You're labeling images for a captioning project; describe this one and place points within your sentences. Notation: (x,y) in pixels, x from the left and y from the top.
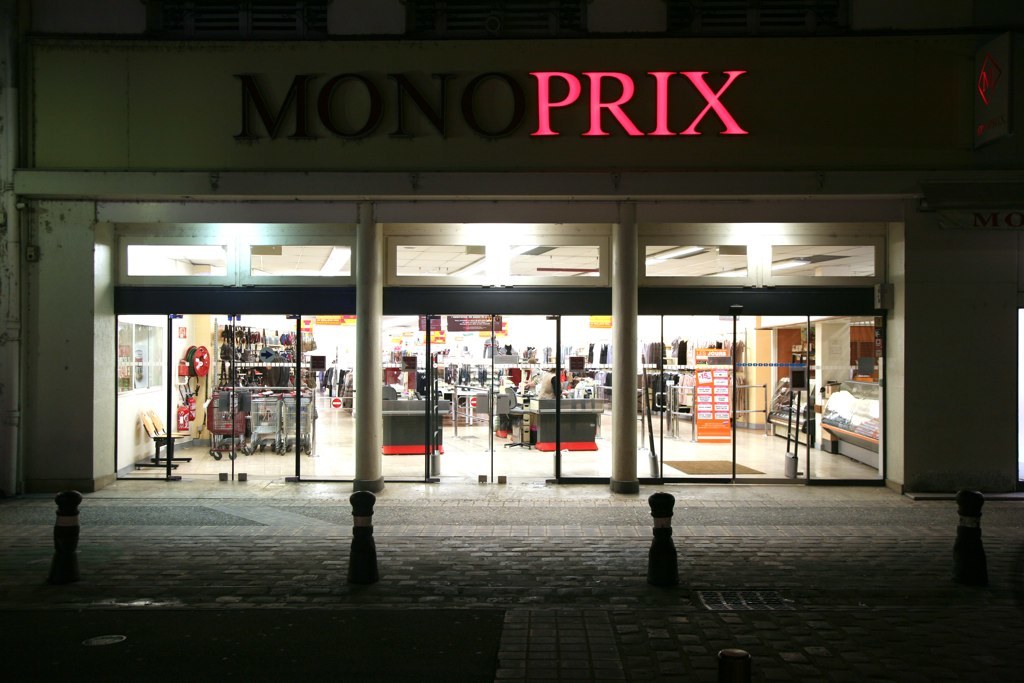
In this picture we can see metal poles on the ground (156,480) and in the background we can see a building (67,448) with a name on it, here we can see chairs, wall (54,443), posters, lights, glass doors (454,473) and some objects (432,469).
